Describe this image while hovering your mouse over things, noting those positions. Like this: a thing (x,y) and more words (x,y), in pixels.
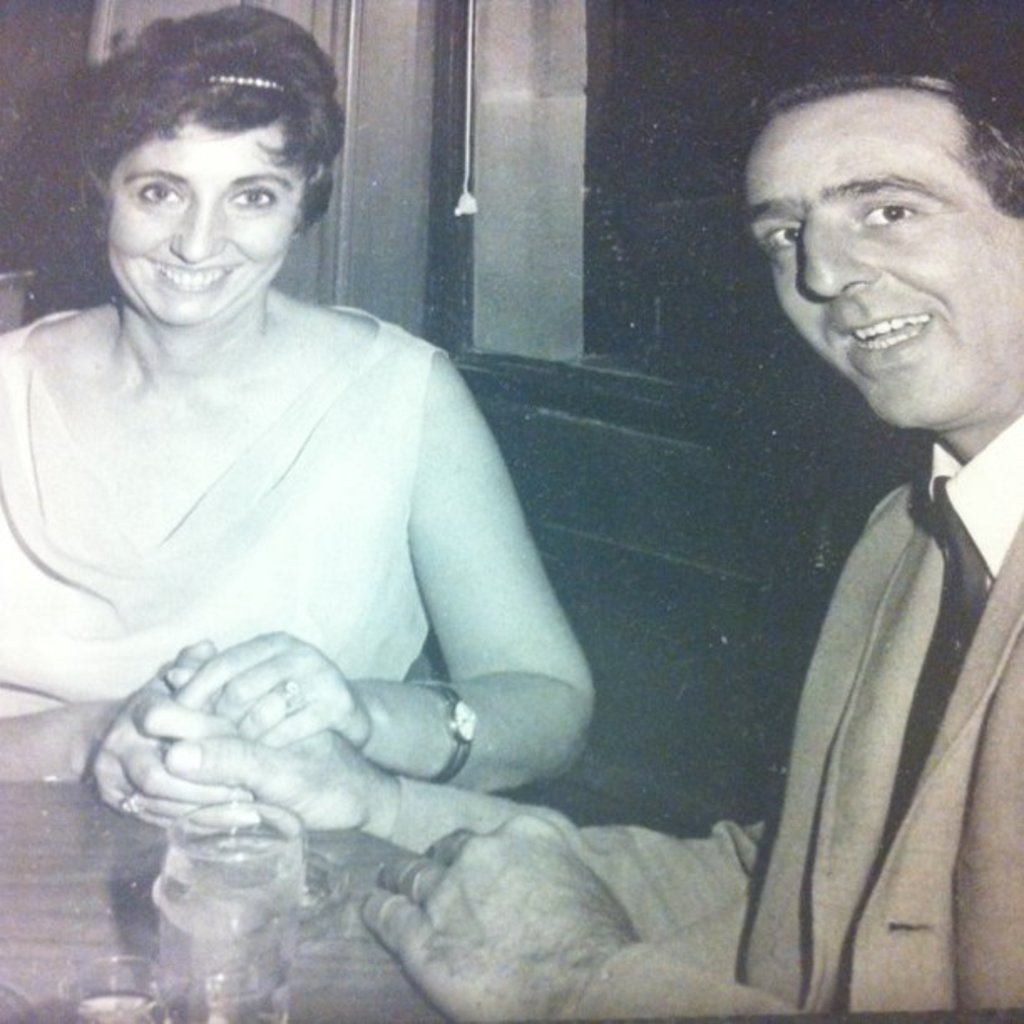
In this image we can see a lady (449,586) and a man (543,882), in front of them there is a table (320,937), on that table (322,966), we can see jars (268,899), and cups (121,1013), behind them there is a wall (402,156), and the picture is taken in black and white mode.
